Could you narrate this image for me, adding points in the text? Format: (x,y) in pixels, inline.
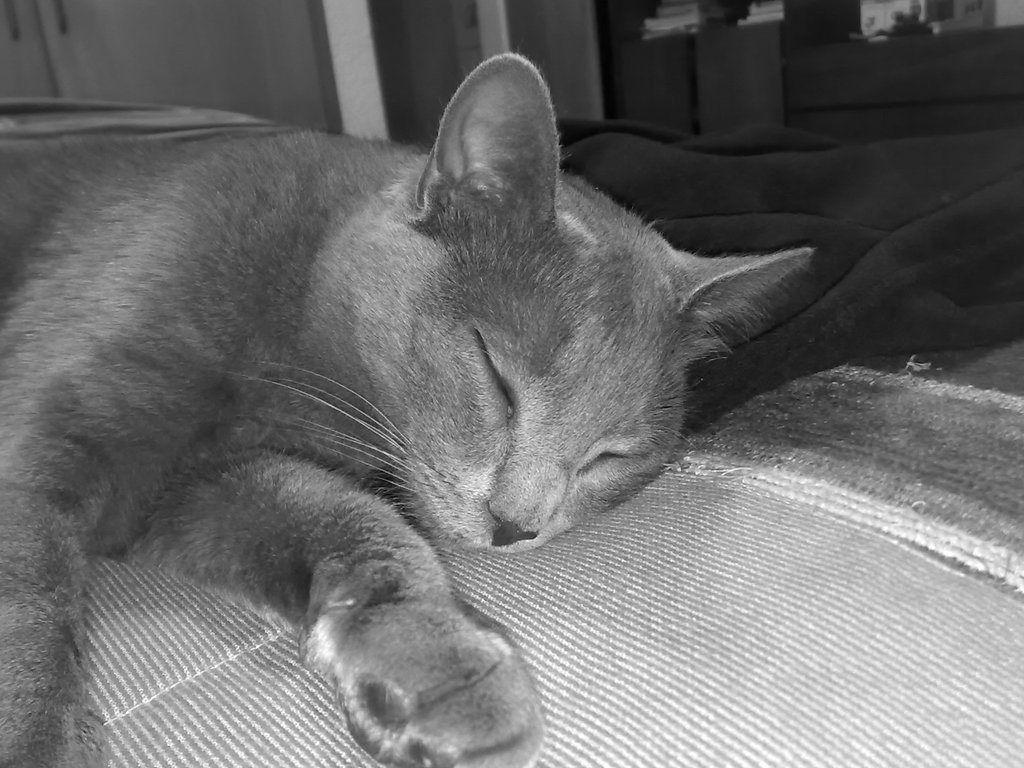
This is a black and white image. In this image we can see a cat (431,159) lying on a surface (547,665). In the background (938,146) we can see sofa (838,181) and few other things (530,46).
